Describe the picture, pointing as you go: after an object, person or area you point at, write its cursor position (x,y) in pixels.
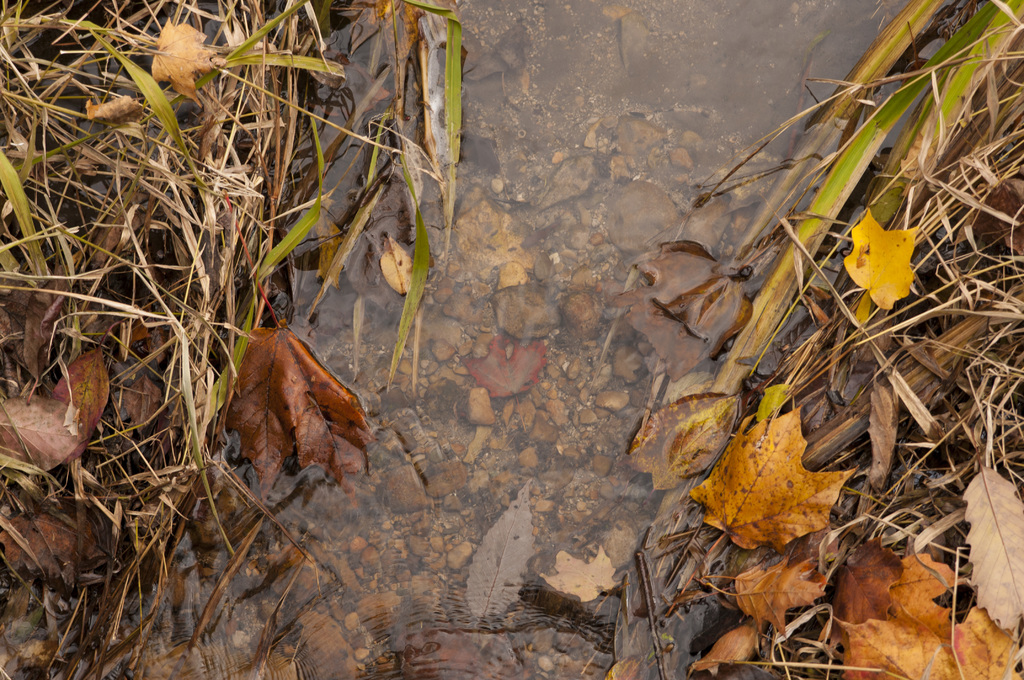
In this image we can see the dried leaves (190,48) and grass (899,392). We can also see the stones (601,233) present in the water (567,418).
